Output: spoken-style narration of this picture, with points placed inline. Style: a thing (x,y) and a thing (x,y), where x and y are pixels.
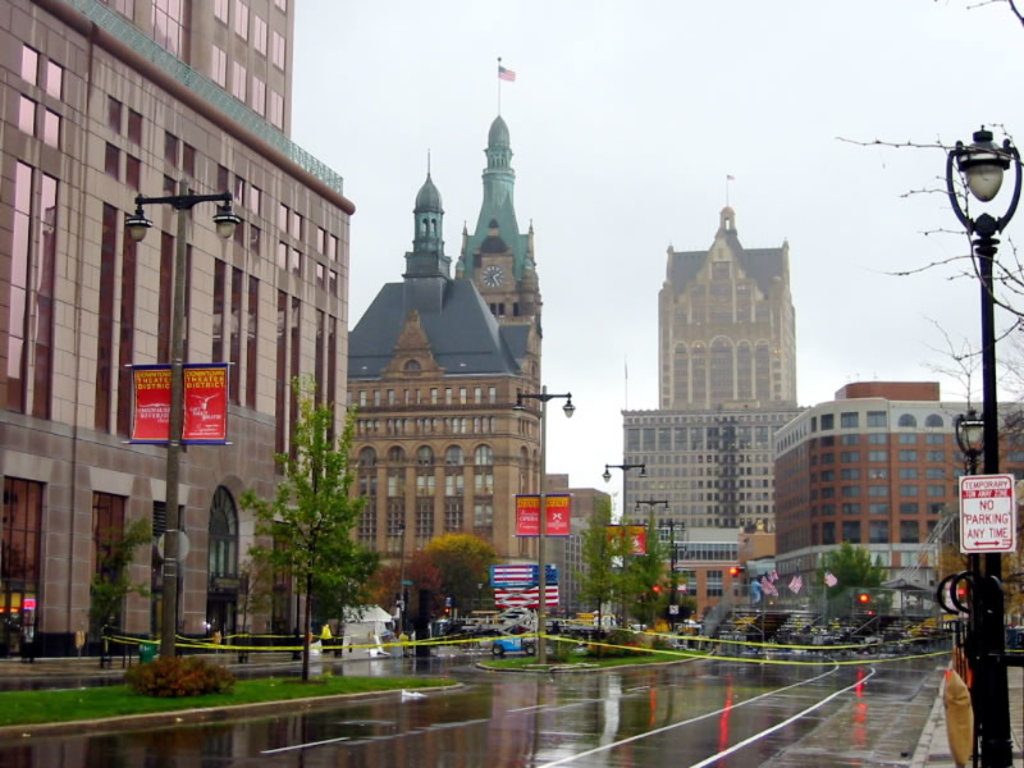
In the image there is a road (498,705) and around the road (533,704) there are street lights (544,464), behind the street lights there are many buildings (652,418) and there are few trees (437,539) in front of those buildings (724,544), there are also traffic signal lights (867,596) and there is a flag (522,590) behind one of the street light (546,615).
